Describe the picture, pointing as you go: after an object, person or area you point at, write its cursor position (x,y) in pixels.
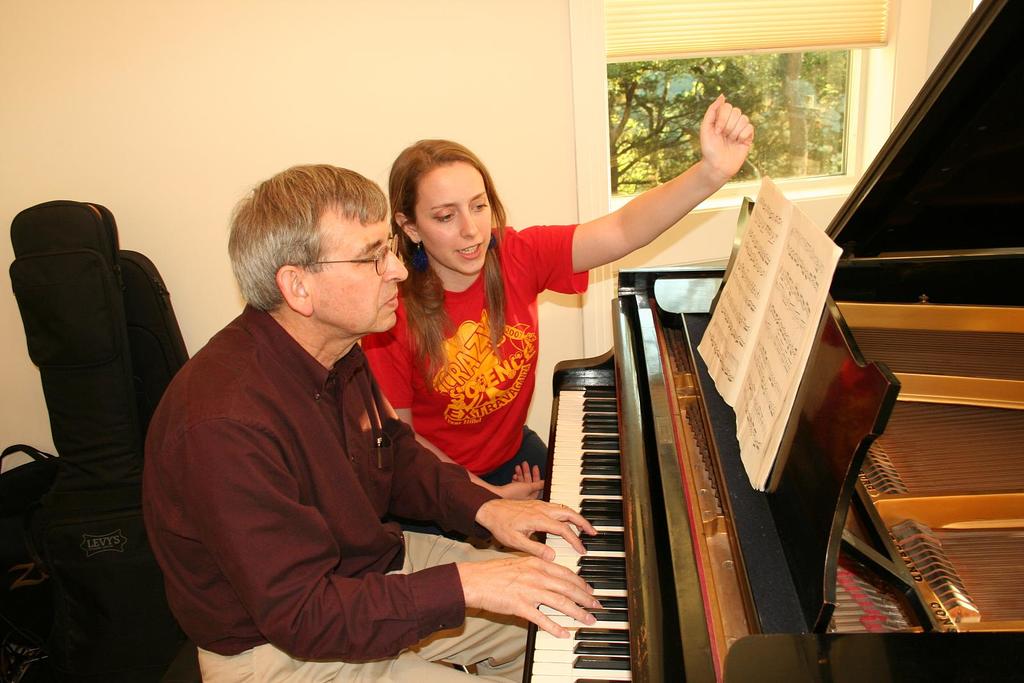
This picture is taken inside a room (547,169). There are two people (423,351) in the room (563,170). The man (337,491) in the image is playing piano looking at the musical notes (723,340) in the book (773,292). The woman (511,304) beside him is wearing a red T-shirt (479,291) and singing. There are bags (124,488) behind them. In the background (178,133) there is wall (172,145), window (636,166) and window blinds (658,41). Through the window (671,69) trees (734,94) are seen.
